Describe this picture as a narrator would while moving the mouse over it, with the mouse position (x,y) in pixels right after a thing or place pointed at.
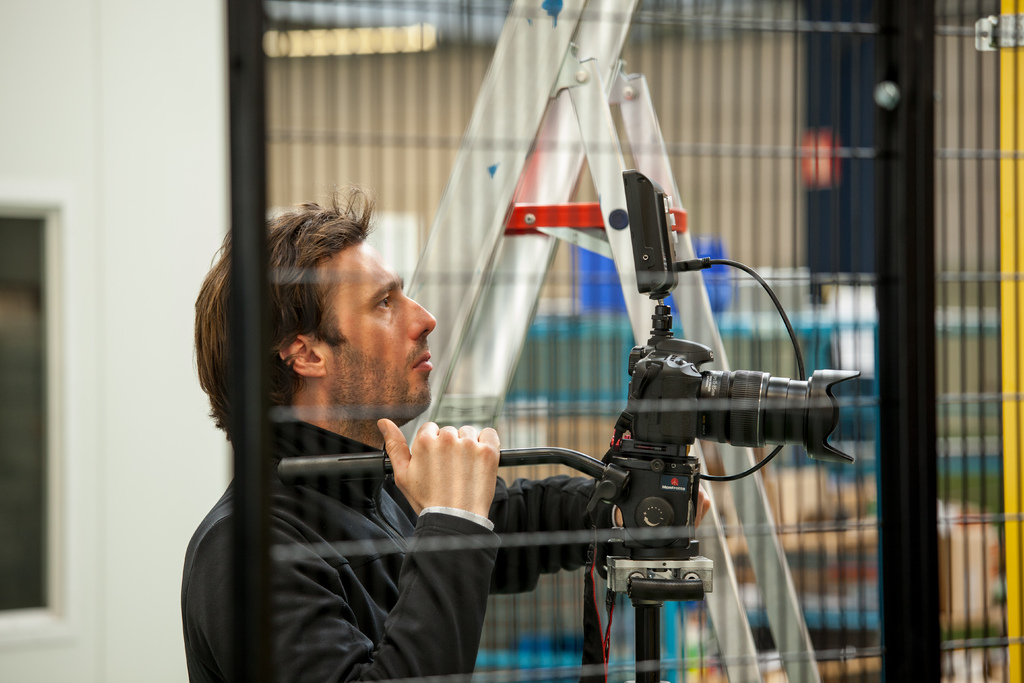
In the image we can see there is a man (326,641) standing and he is holding a video camera (683,440) kept on the stand (559,450). Behind there is a ladder (563,142) kept on the ground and there is a window (18,350) on the wall (61,107). Background of the image (559,268) is blurred.
